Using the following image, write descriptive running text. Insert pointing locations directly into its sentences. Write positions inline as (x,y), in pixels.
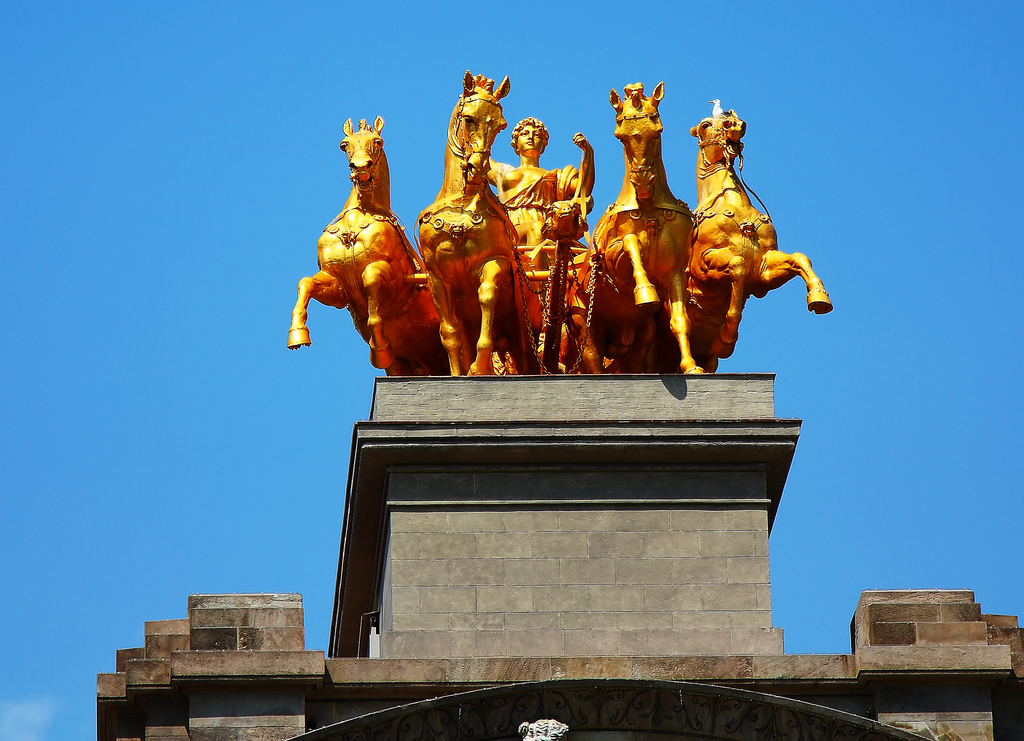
This image consists of a statue (535,321) along with horses (726,197). At the bottom (497,612), we can see a wall (566,524). At the top (326,18), there is sky (179,44) in blue color.
